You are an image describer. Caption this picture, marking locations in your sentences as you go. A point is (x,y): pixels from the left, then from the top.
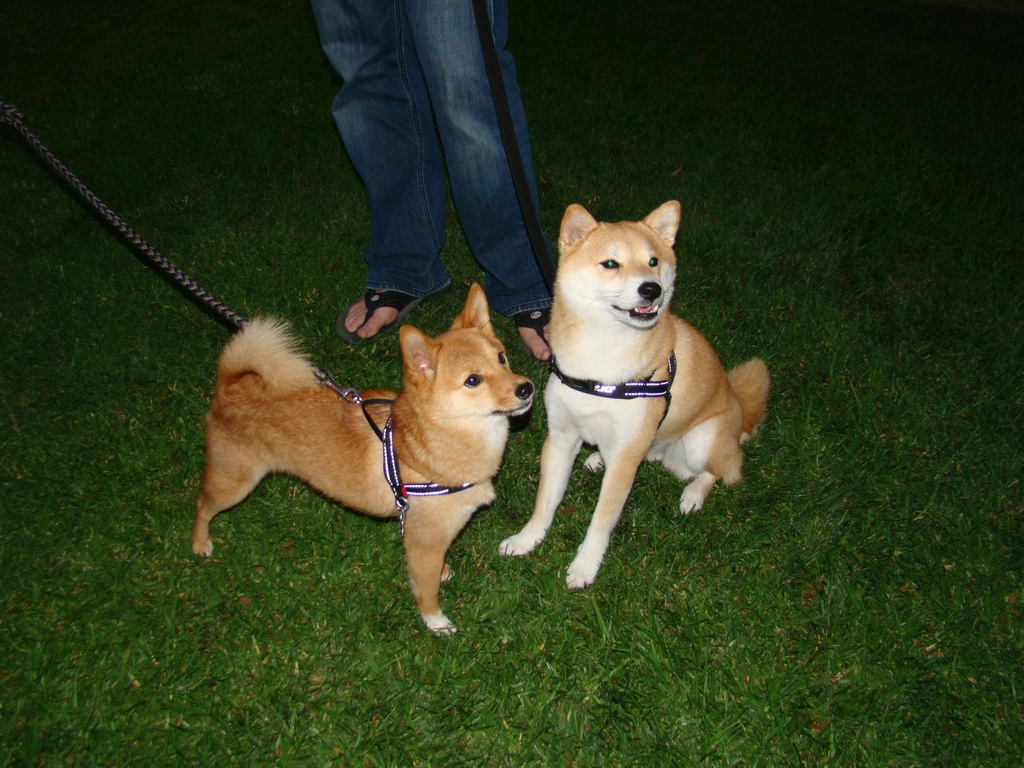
In the image I can see two dogs (226,439) and a person (467,166).
